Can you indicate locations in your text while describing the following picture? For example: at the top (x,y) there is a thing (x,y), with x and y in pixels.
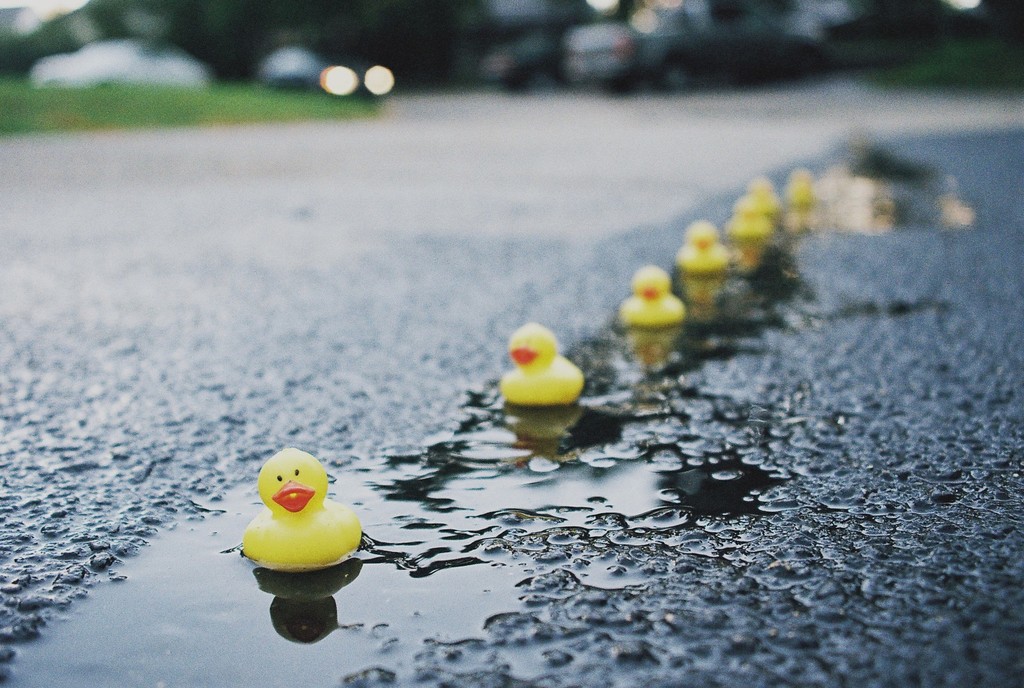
In this picture there are toy ducks (318,472) on the floor (738,260), in the series and there are cars (113,43) and trees (101,16) at the top side of the image (541,66).
